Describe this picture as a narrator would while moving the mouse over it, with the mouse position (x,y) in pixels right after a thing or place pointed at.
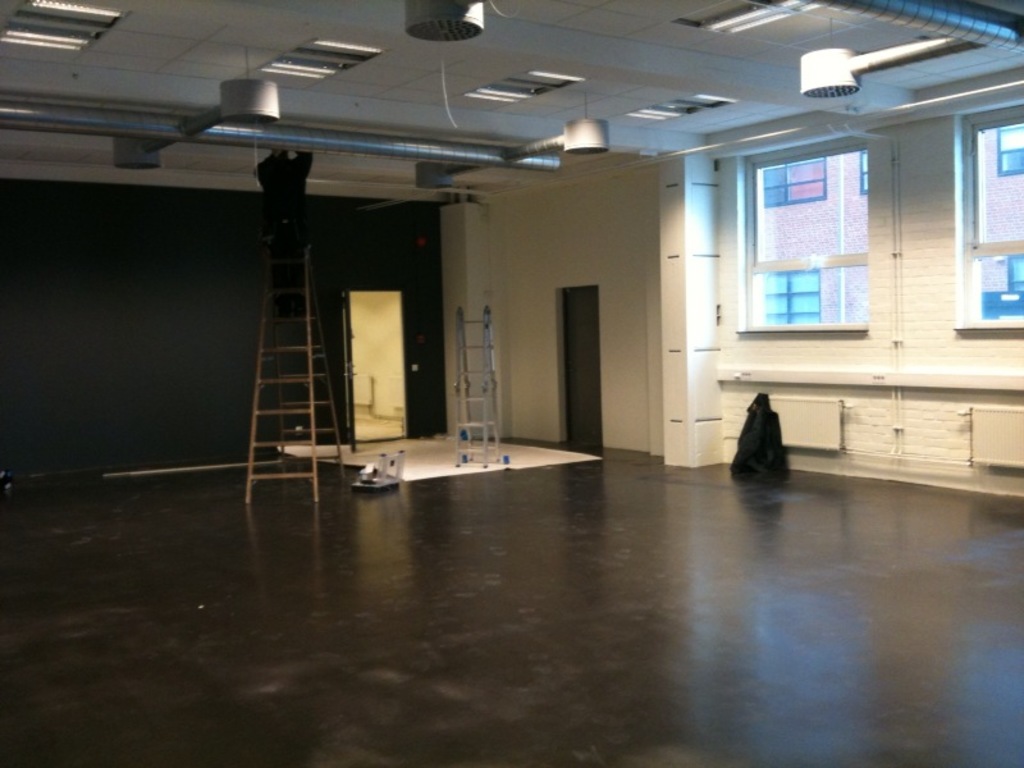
Here in this picture we can see a room (813,519) and in that we can see a couple of ladders (279,399) present on the floor (420,479) over there and we can also see couple of windows (806,217) through which we can see building (802,229), which is present beside that and at the top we can see lights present all over there and we can see a person (299,253) standing on the ladder (264,307) over there.
